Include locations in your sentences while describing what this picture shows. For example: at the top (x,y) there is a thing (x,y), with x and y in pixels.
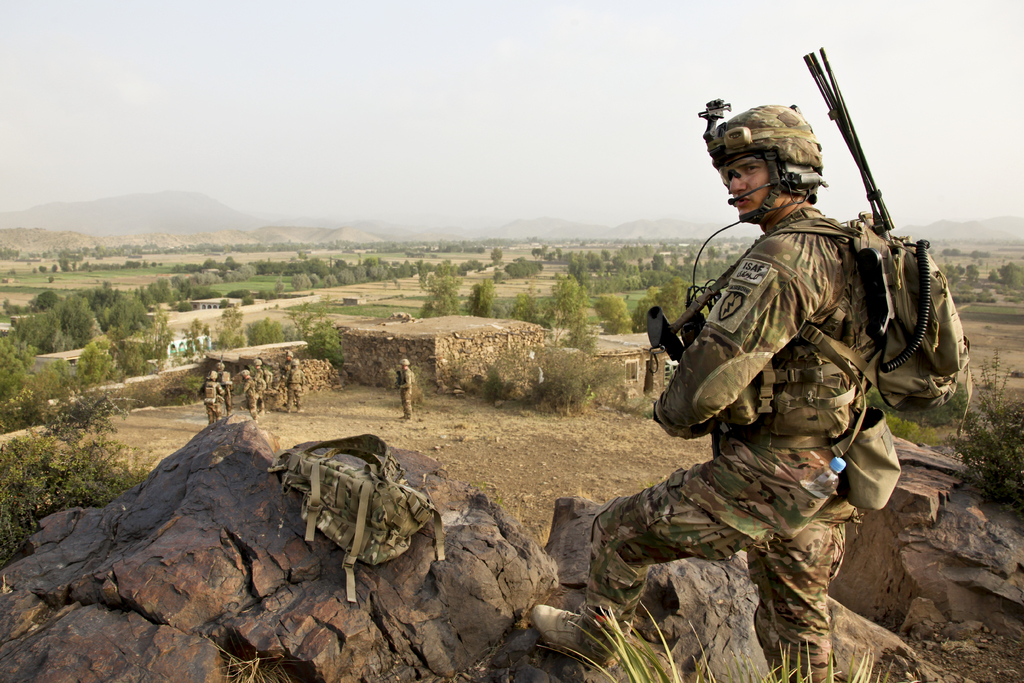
In this image, we can see persons (798,313) wearing clothes (827,274). There is a person (627,574) at the bottom of the image (648,534) wearing a bag (861,283) and holding a gun (675,344) with his hand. There is a bag (377,454) on the rock (356,574). There are some trees (601,242) in the middle of the image (647,270). There is a sky (462,150) at the top of the image (407,98).
